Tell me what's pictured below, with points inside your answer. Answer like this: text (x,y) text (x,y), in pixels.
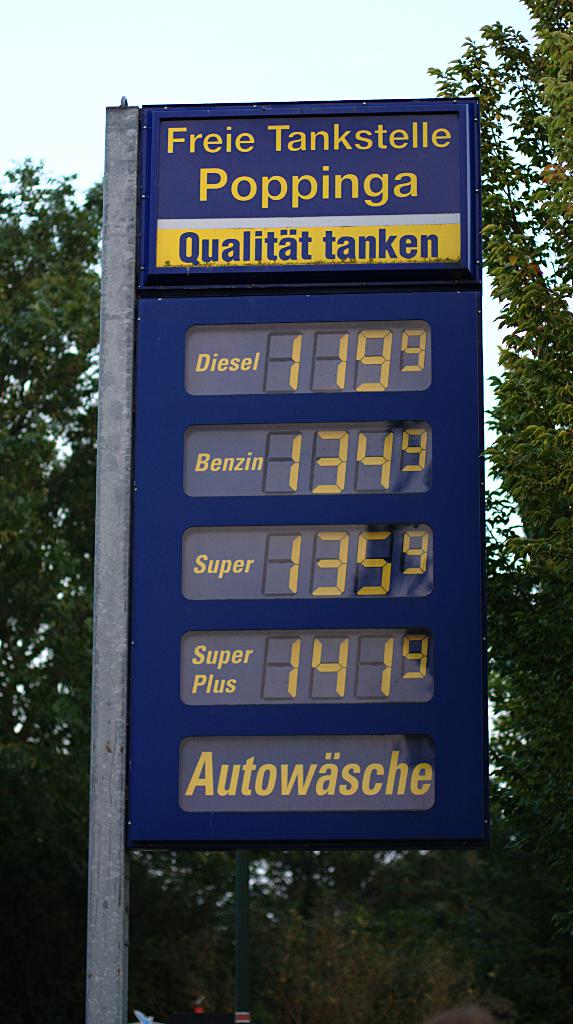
In this image, we can see a blue color digital price board (312,373), we can see some trees (449,897) and at the top (314,40) there is a sky (345,2).
